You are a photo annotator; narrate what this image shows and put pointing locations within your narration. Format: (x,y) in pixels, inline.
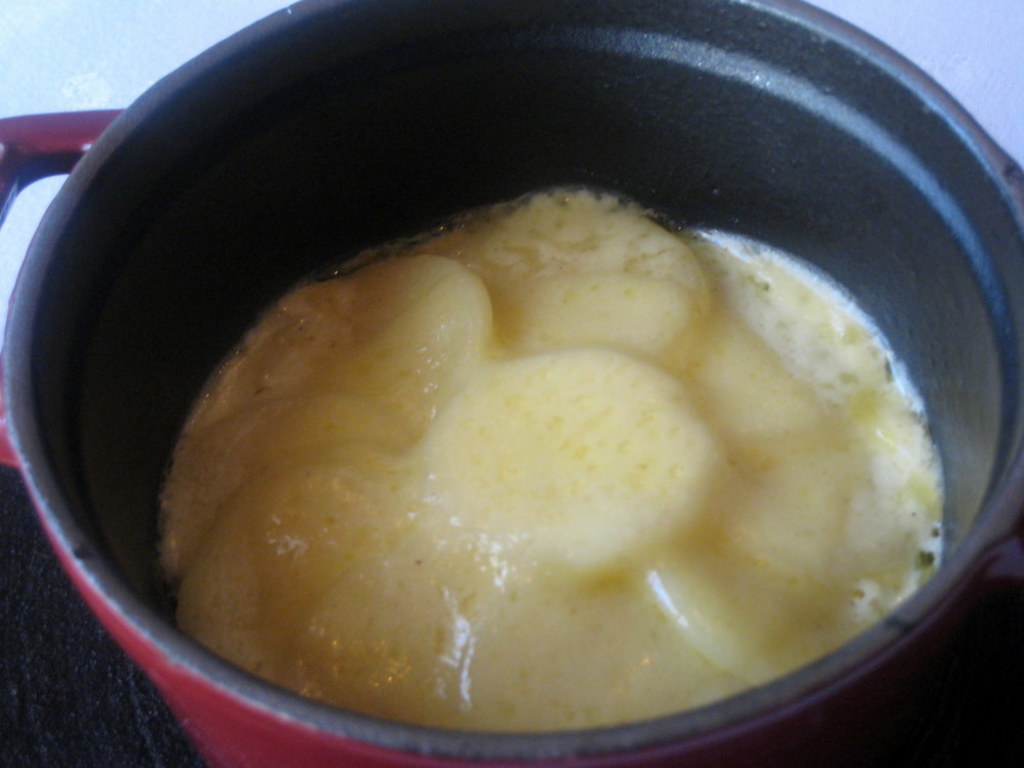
In this image, there is a bowl (165,594) contains some food (895,491).
